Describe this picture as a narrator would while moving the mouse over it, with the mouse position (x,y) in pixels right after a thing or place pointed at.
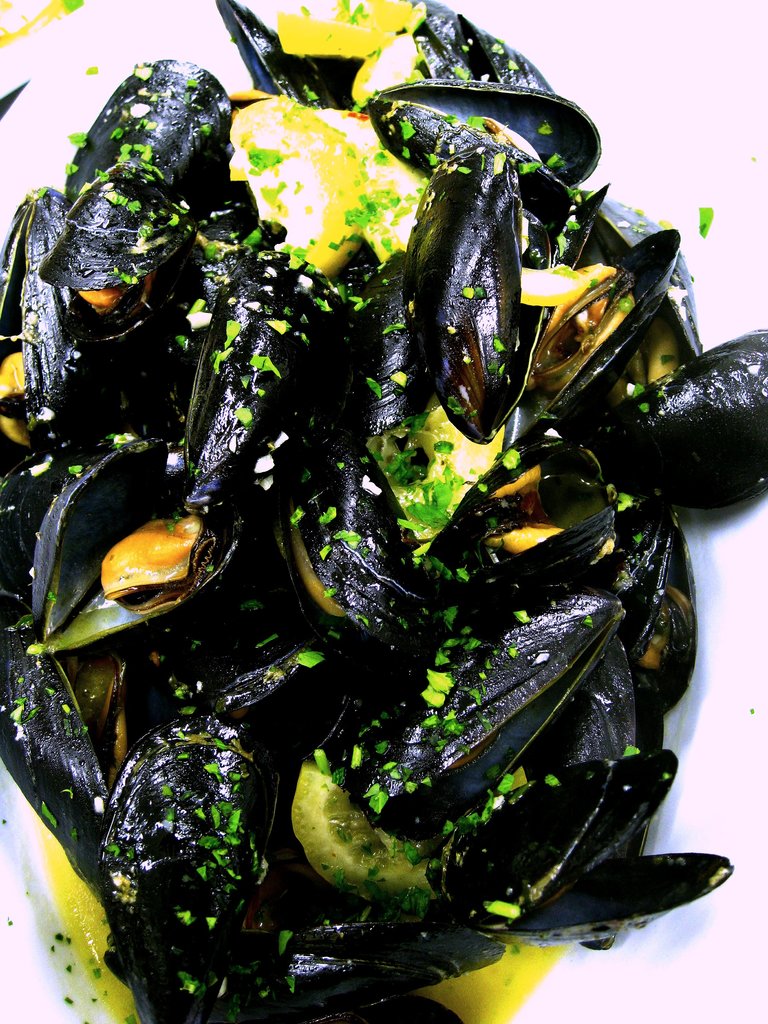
In this image, we can see a food item (449,81) which is called as Mussel (660,424).
